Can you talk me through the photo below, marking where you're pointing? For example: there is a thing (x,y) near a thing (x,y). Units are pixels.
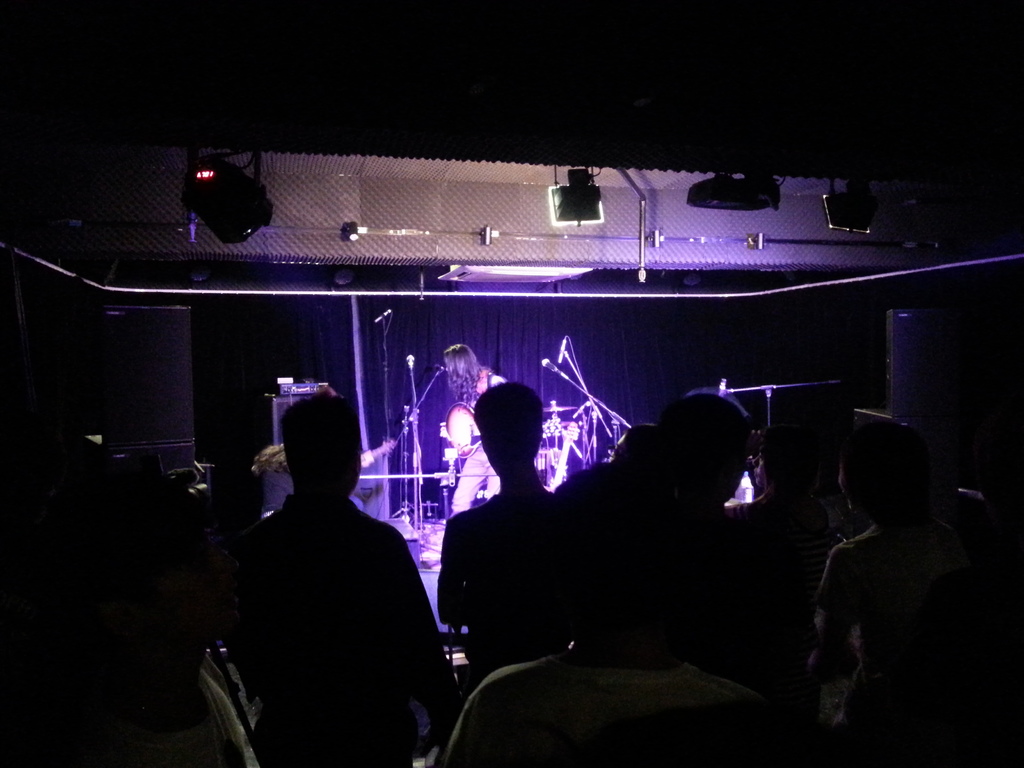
In this image I can see number of people (245,619) are standing. In the background (551,362) I can see number of mics (568,360), a drum set (573,445), few speakers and on the top side of this image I can see few lights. I can also see this image is little bit in dark.
